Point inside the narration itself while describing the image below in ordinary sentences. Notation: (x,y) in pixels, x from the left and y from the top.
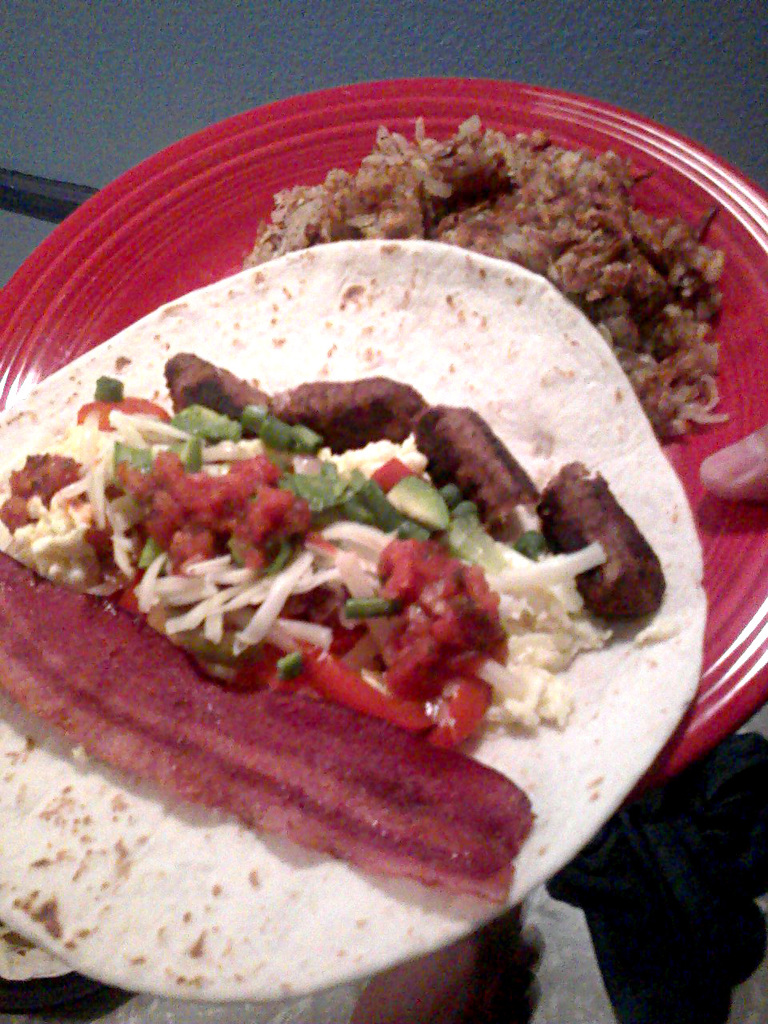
In the picture I can see the hand (470,939) of a person (767,907) holding a red color plate (751,360). I can see the hash browns (584,311) on the plate (560,118) and a Chapati (532,383) with bacon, sausage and egg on it.
